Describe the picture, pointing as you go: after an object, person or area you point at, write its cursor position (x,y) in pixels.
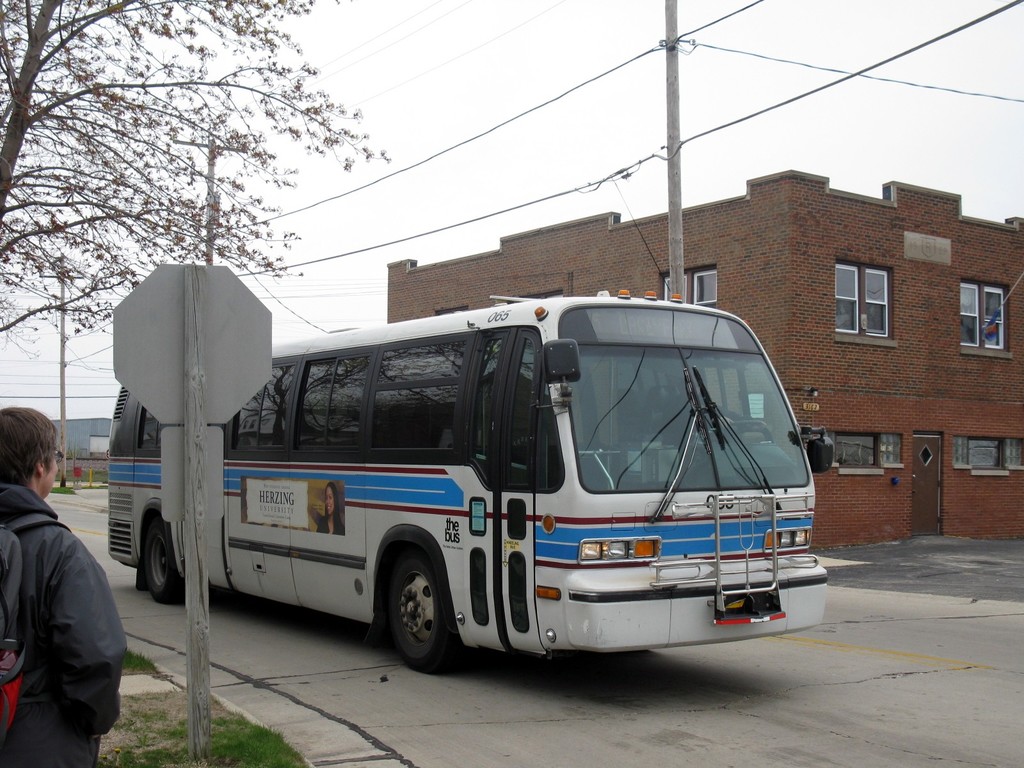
In this image I can see a person (35,675) is standing. Here I can see a bus (459,454) on the road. In the background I can see a building (856,367), wires (69,398) attached to poles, a tree (316,151) and the sky (436,111).
